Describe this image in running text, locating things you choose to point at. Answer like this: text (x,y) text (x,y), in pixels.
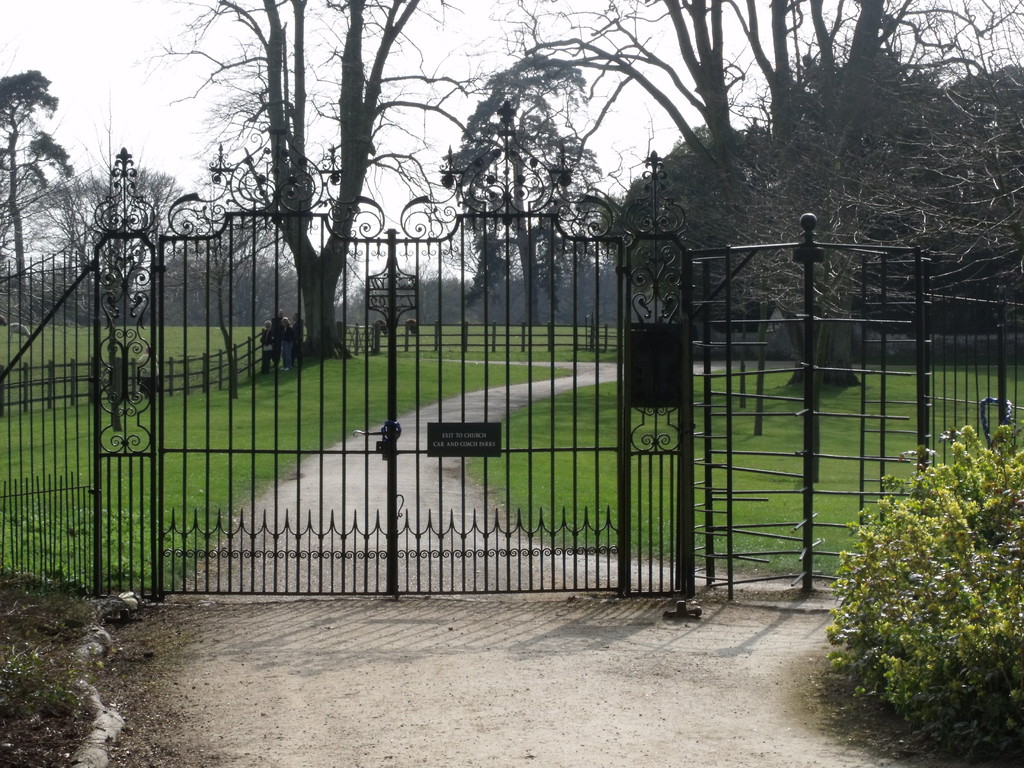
In the center of the image (627,352) there is a gate (598,339). On the right (916,560) we can see a bush (962,591). In the background (289,273) there are trees (61,170), fence (423,328) and sky (455,132).
